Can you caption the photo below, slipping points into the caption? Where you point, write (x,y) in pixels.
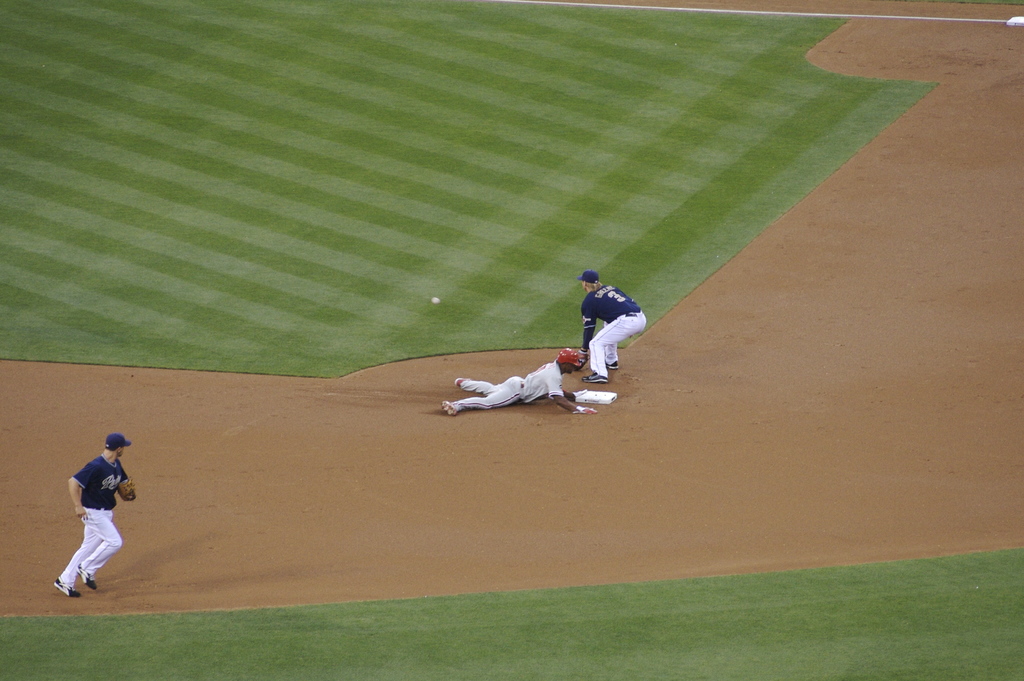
In this picture there is a sportsman (85,498) on the left side of the image (109,468) and there are two sportsmen (615,316) in the center of the image (629,306), one is lying on the floor (518,406) and there are grassland (460,233) at the top (533,121) and bottom side of the image (534,586), it seems to be a playground (468,268).
